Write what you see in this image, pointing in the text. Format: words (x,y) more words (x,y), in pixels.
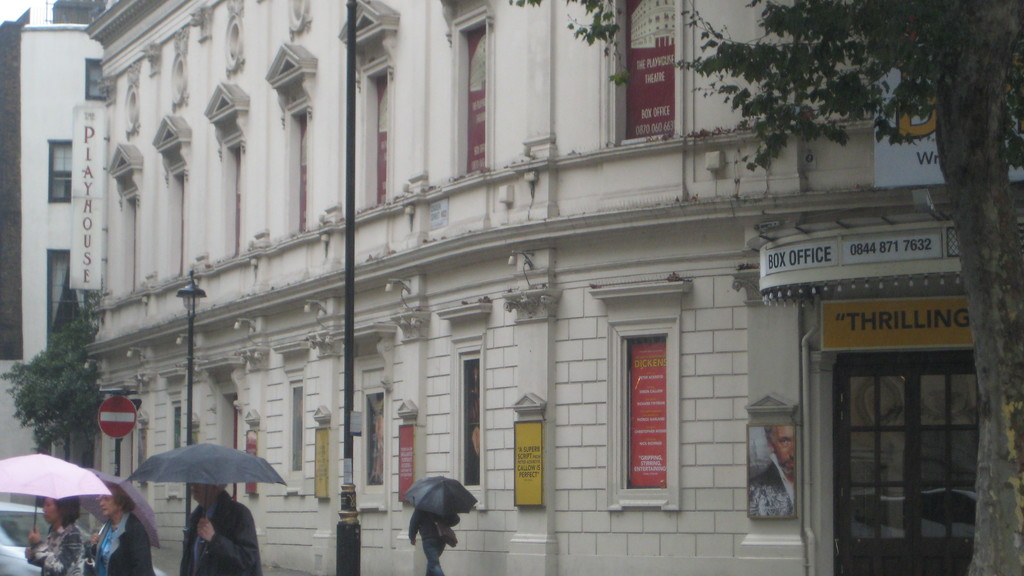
In the picture I can see people (230,542) are holding umbrellas (150,535) in hands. I can also see trees (72,357), street lights (346,435) and buildings (443,293).
